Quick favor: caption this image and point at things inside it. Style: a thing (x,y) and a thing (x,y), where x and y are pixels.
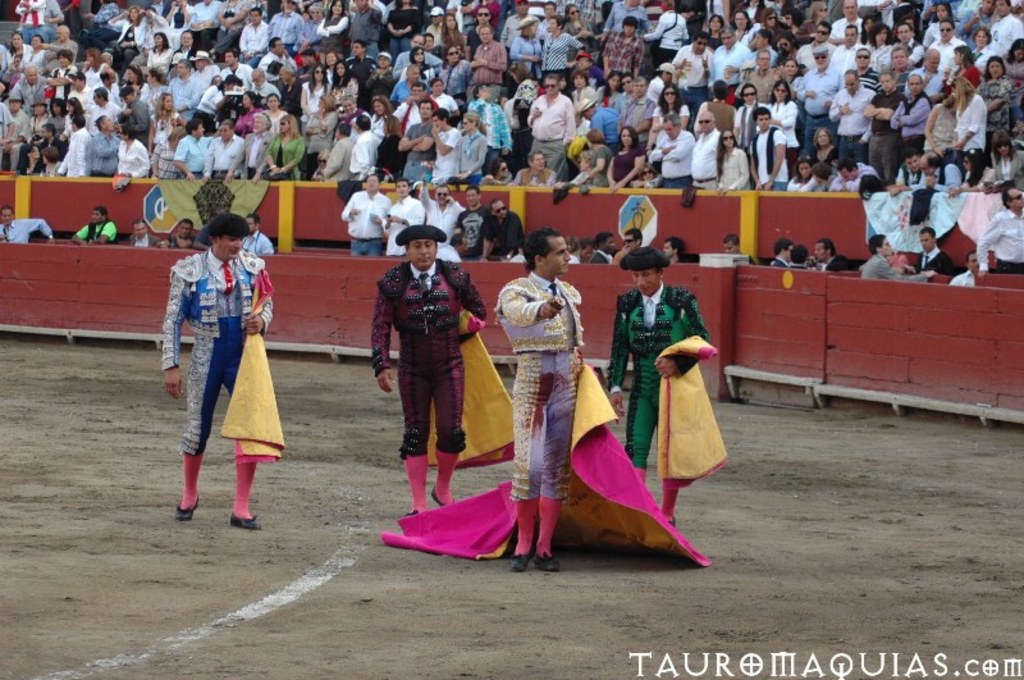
In this image we can see some group of persons (519,425) standing in the ground (315,400) holding some cloth (508,420) in their hands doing something and in the background of the image (451,129) there are some persons (394,144) standing and some are sitting behind fencing (757,348).
